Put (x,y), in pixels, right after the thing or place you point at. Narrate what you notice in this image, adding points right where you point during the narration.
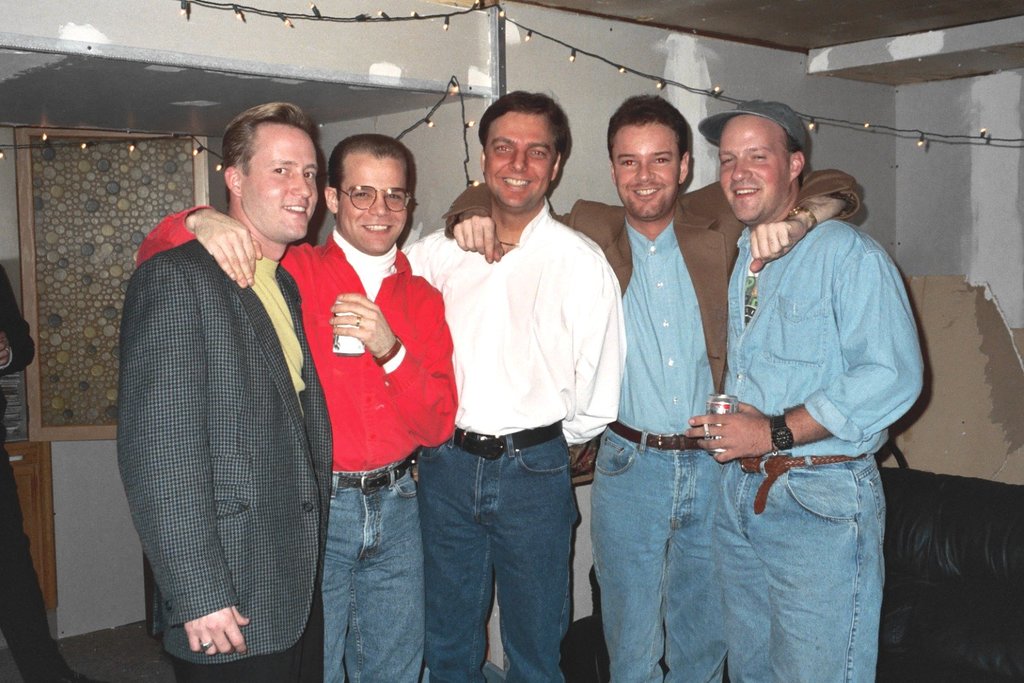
In this image I can see few men (416,307) are standing and I can see smile on their faces (630,188). I can also see two of them are holding cans (709,417) and on the right side (755,317) I can see one of them is wearing a cap (704,127). In the background (43,145) I can see number of lights (209,5) and on the left side of this image (16,554) I can see one more person (3,519) is standing.
